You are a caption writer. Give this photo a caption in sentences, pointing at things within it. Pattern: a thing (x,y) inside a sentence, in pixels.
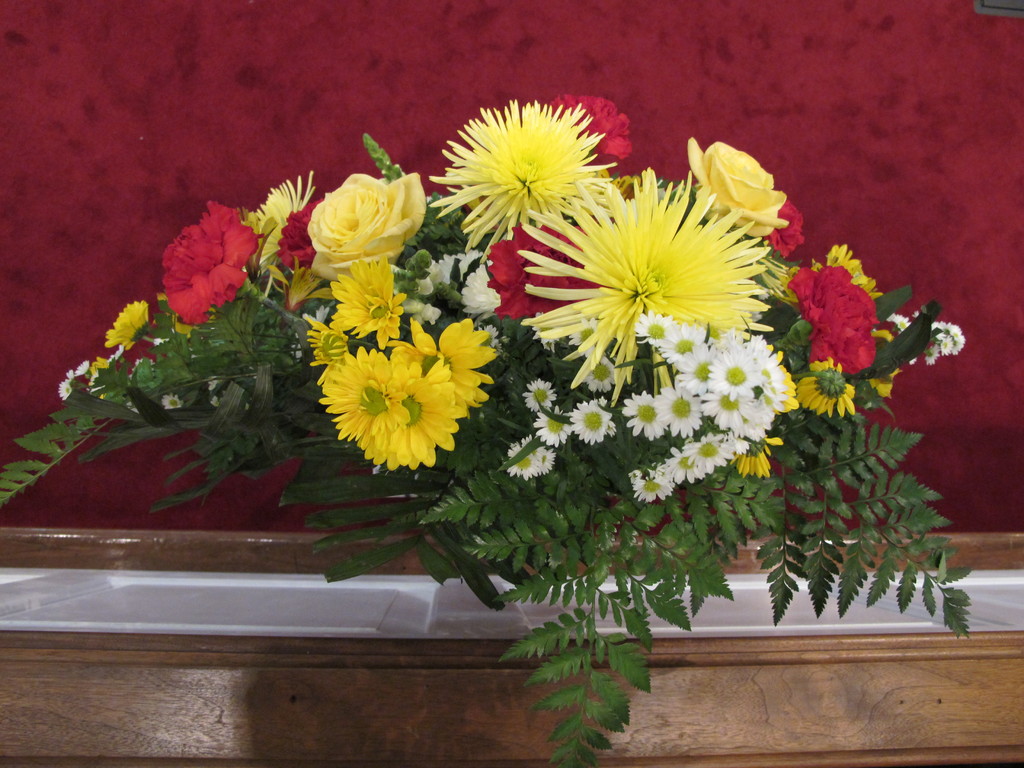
This picture contains a flower bouquet (459,441) which is placed on the table (306,656). We see a white color sheet (322,588) is placed on the table (1010,644). In the background (364,158), it is red in color.
